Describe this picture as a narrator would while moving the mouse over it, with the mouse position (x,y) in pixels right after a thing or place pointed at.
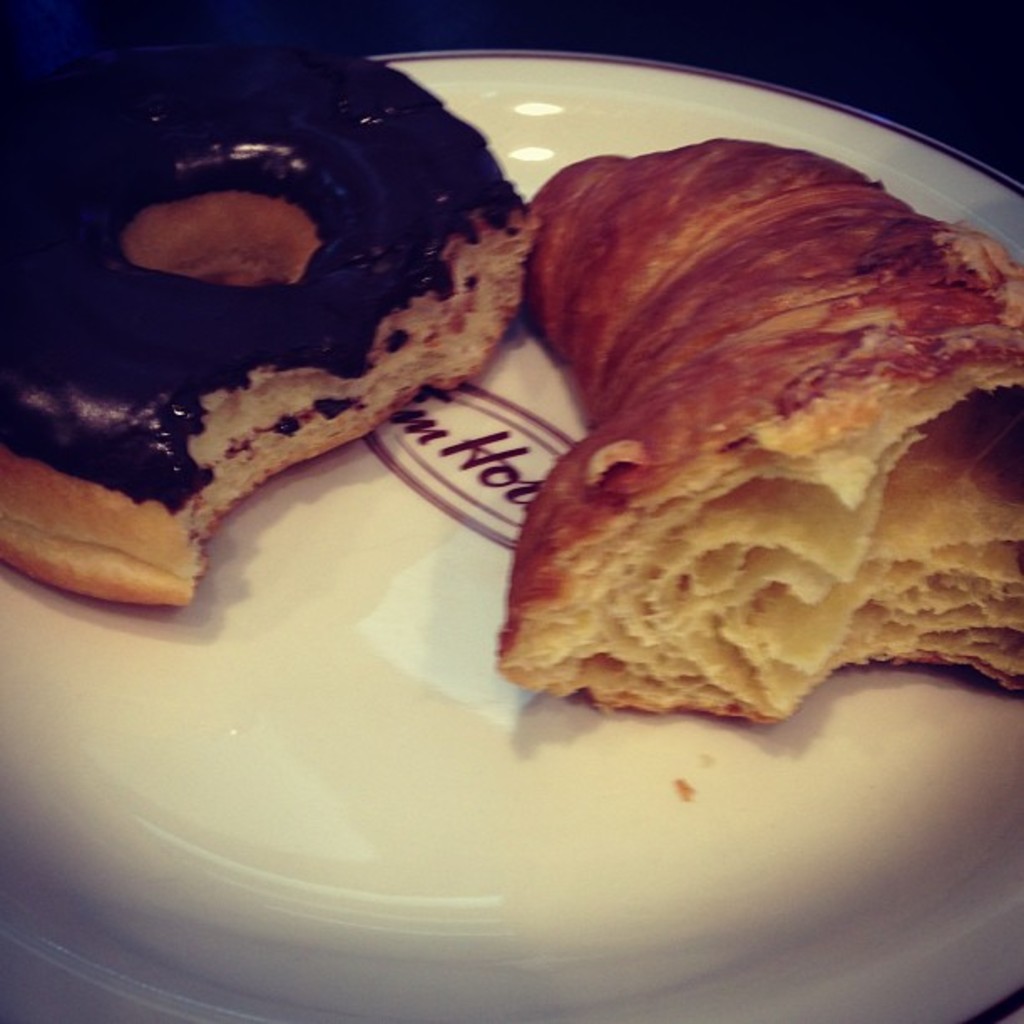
In the image there are two confectionery items (637,356) served on a plate (419,792).
